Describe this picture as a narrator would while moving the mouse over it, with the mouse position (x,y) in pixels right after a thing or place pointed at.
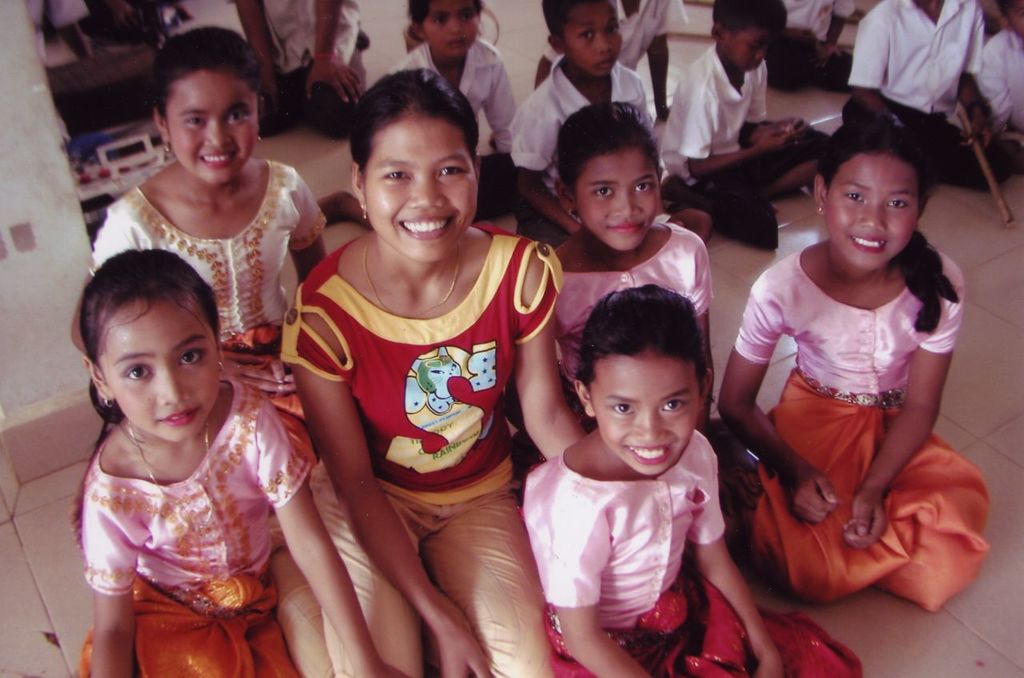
In this picture I can see the children (546,222) sitting on the floor (719,261). I can see a woman (403,258) sitting on the floor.
